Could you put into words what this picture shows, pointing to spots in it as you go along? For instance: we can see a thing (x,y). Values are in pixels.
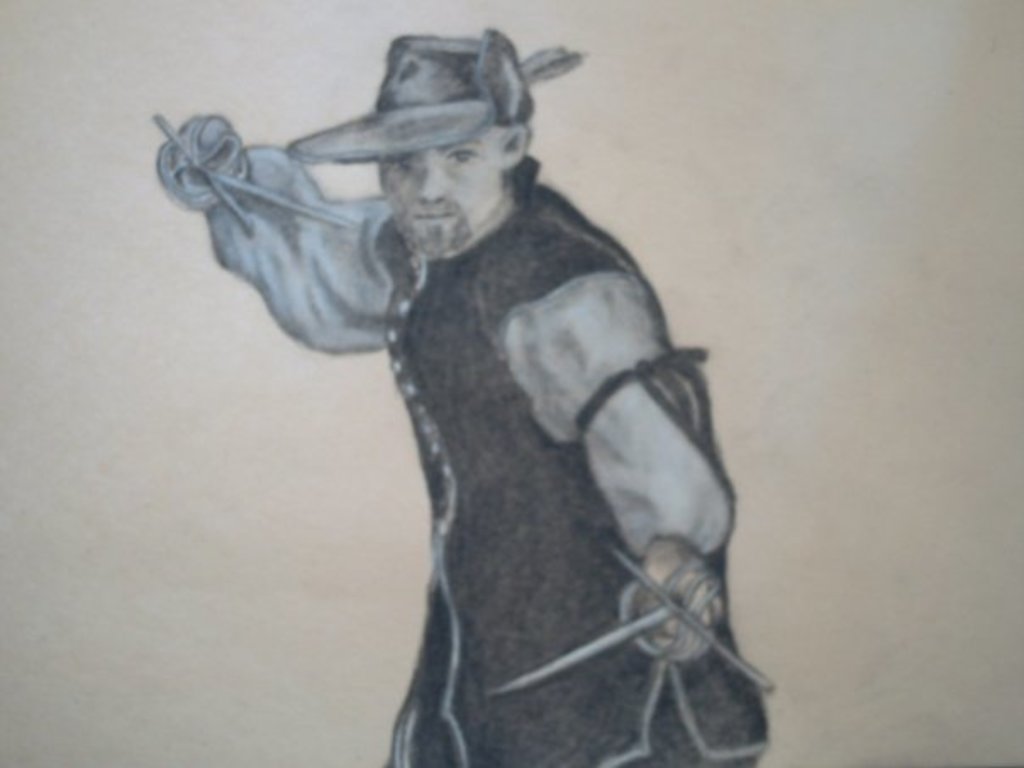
In this image I can see a painting (531,433) of a person (440,387) holding some objects (210,180) in the hands (228,175). The background (847,293) is in white color.
